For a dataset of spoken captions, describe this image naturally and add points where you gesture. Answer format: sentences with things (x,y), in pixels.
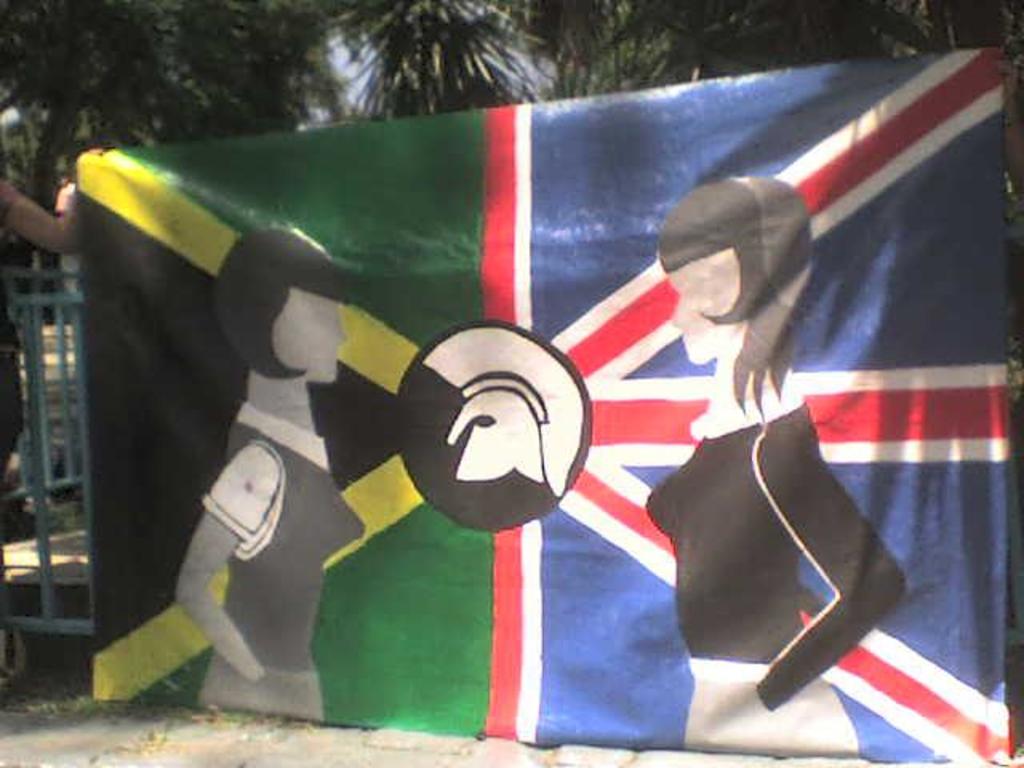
In this image there is a flag (493,481) in the middle (522,397). On the flag (297,425) there are pictures (283,418) of two girls (738,455). In the background (576,57) there are trees (527,87). On the left side (32,217) there is a person (32,217) holding the flag (171,222).
